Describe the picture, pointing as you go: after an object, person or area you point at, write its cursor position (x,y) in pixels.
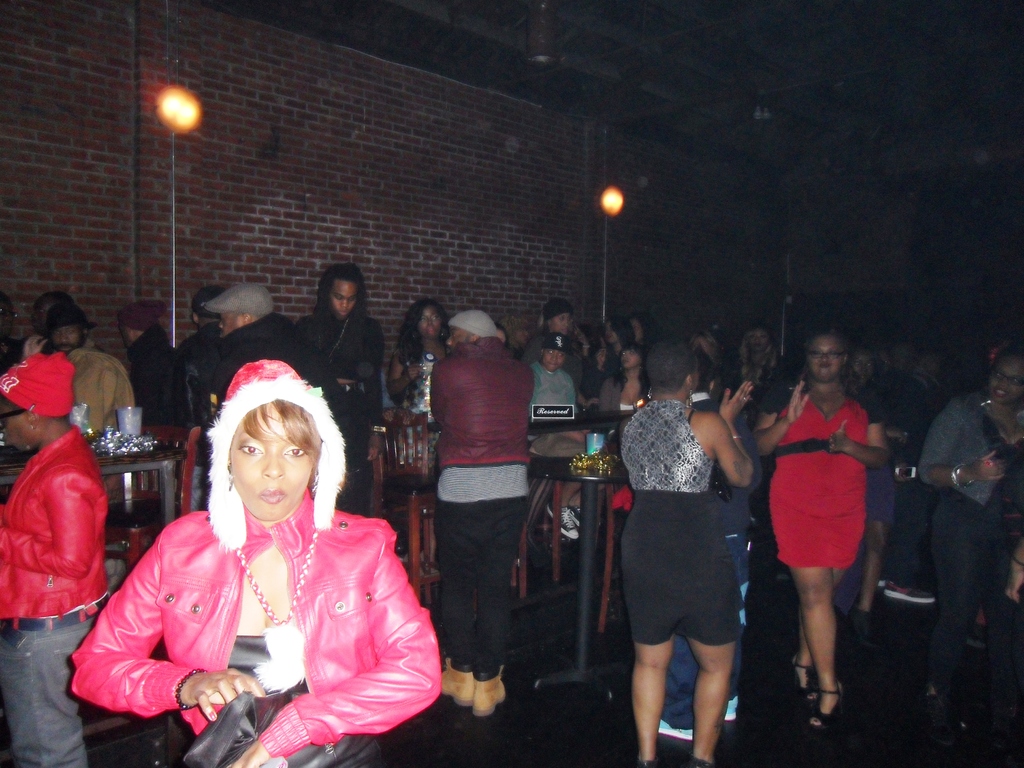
This image is taken from inside, in this image there are a few people (294,524) standing on the floor (579,709), in between them there are tables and chairs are arranged, on the tables (3,451) there are some decorations (114,435) are arranged and glasses (592,451). In the background (108,181) there is a wall (244,140) and lights (167,99).
